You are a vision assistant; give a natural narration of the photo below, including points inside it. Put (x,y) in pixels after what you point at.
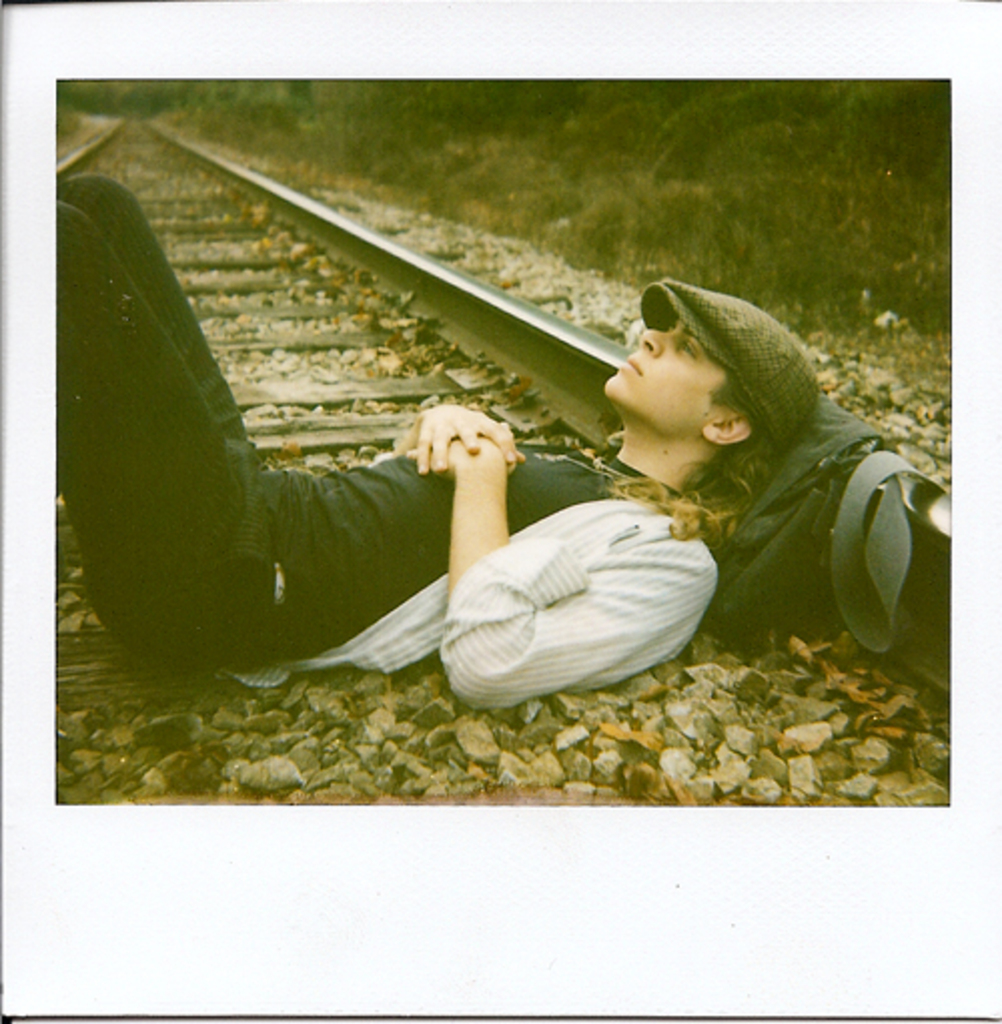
In this image, we can see a person (568,645) wearing cap (792,433) and laying on the train track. Here we can see bag (792,532) and stones (767,754). Top of the image (611,184), we can see plants (668,194). The borders of the image, there is a white color.
